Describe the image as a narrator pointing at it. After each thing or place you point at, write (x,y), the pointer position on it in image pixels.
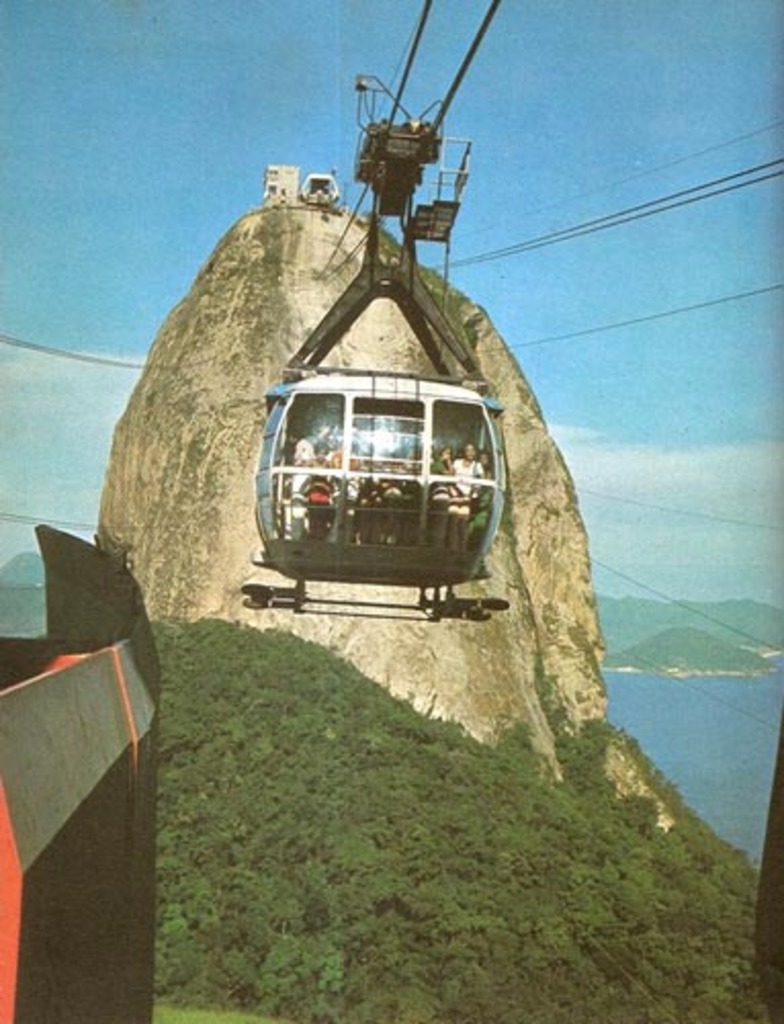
In the foreground of this image (424,482), there is a cable car (388,479). On the left (94,812), there is an object (131,830). Behind it, there is a rock (228,416) and trees (564,943). In the background (691,727), there are mountains (691,654), water (680,727), sky (667,389) and the cloud (600,501).
